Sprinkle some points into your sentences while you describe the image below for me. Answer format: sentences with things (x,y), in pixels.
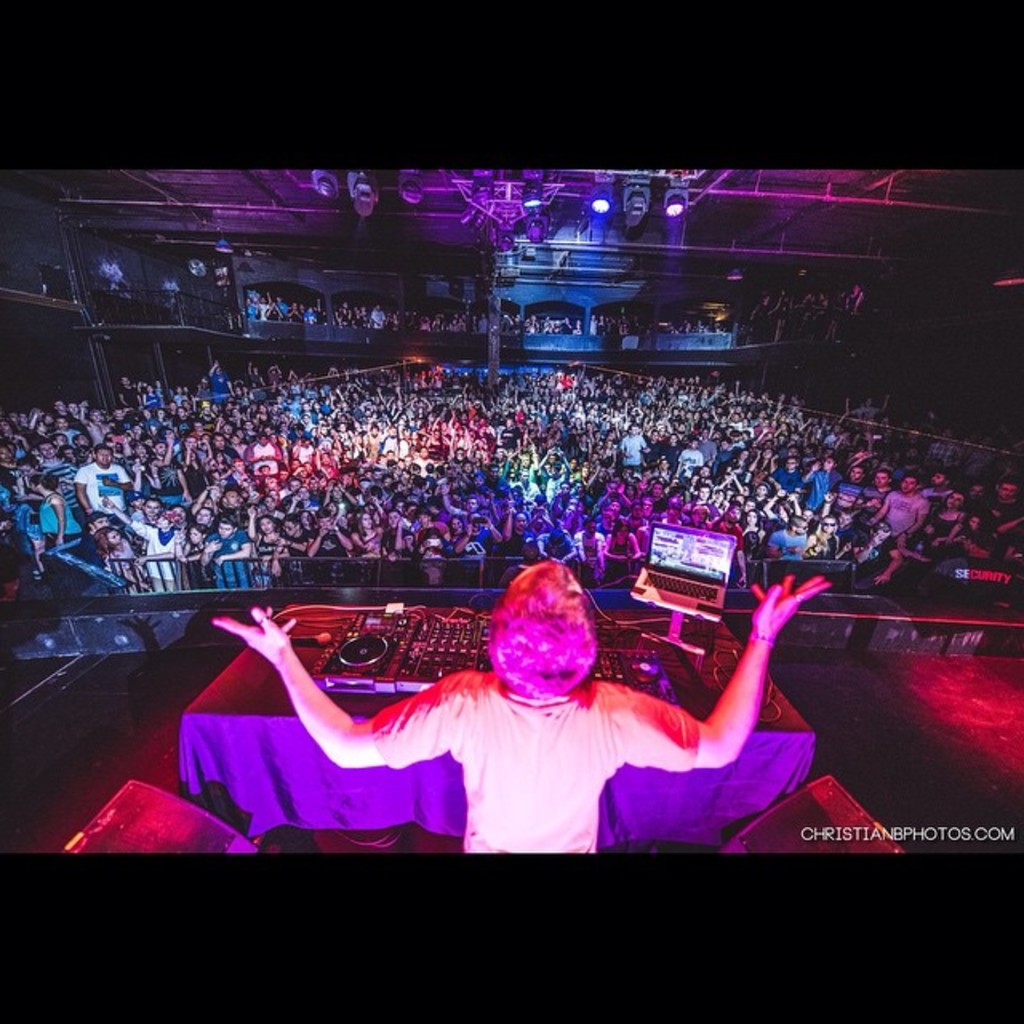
In this picture we can see a person (468,830) on the stage (376,848), here we can see a laptop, table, speakers (790,830), cloth (693,669) and some objects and in the background (157,548) we can see a group of people (221,501), lights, fence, roof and some objects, in the bottom right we can see some text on it.
